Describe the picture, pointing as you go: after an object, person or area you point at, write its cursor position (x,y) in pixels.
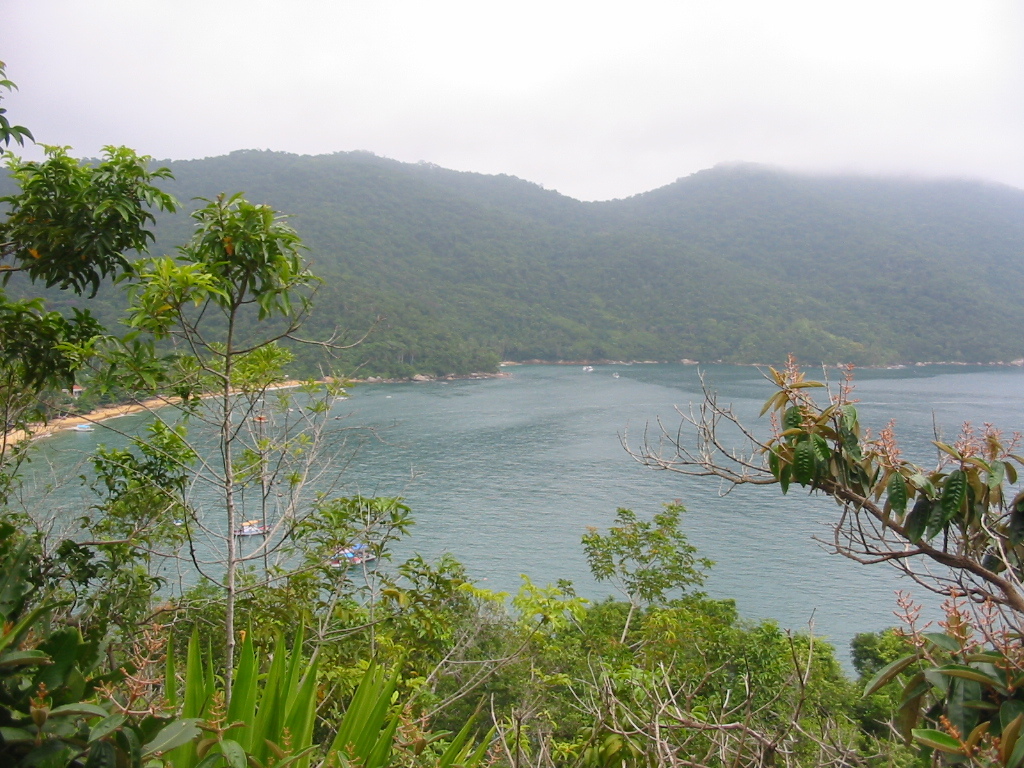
This picture shows trees (910,214) on the hills (422,214) and we see few boats (253,532) in the water (468,508) and a cloudy sky (661,100).
